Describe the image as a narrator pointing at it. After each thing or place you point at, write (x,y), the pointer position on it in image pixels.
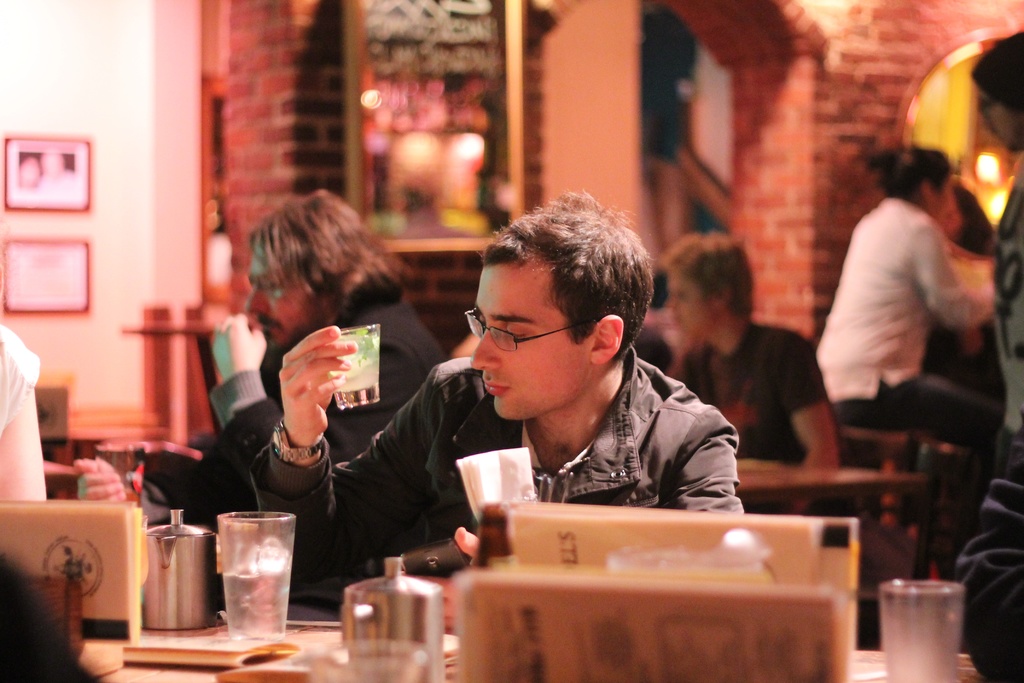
In this picture I can see group of people (294,216) sitting on the chairs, there are tables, there are glasses (255,540), jugs (158,602) and some other items (711,636) on the table (303,649), there is a man (315,460) holding a mobile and a glass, and in the background (64,281) there are boards (55,138) or photo frames (55,138) attached to the wall (154,162) and there are some other objects (955,164).
